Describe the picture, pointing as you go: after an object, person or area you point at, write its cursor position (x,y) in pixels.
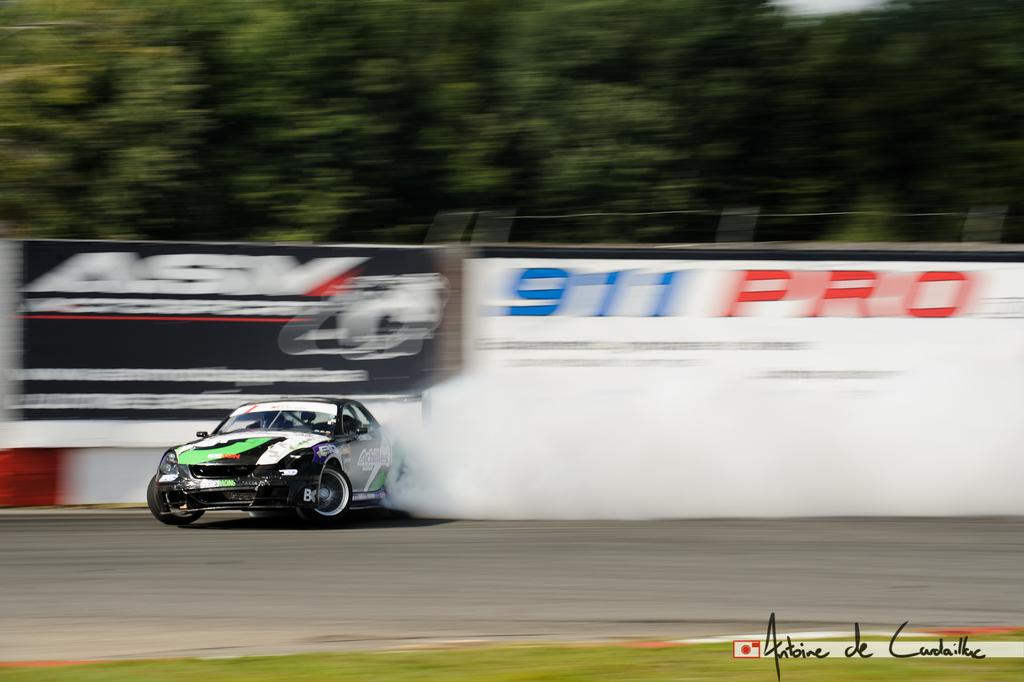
In the center of the image (362,405) we can see a car (191,494) on the road (290,579). On the right (988,505) there is a smoke (703,458). In the background (166,294) there are boards (554,290) and trees (490,94).
